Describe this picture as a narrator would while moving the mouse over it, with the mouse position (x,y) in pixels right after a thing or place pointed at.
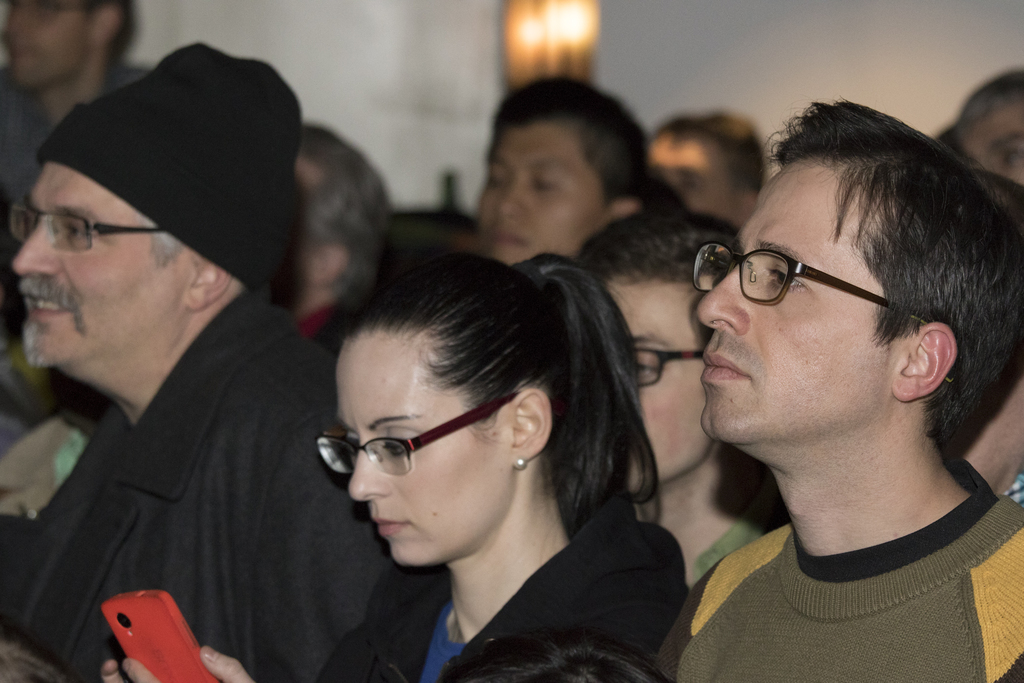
In this picture I can see few people (442,333) among them few people (541,425) are wearing spectacles (417,442).
